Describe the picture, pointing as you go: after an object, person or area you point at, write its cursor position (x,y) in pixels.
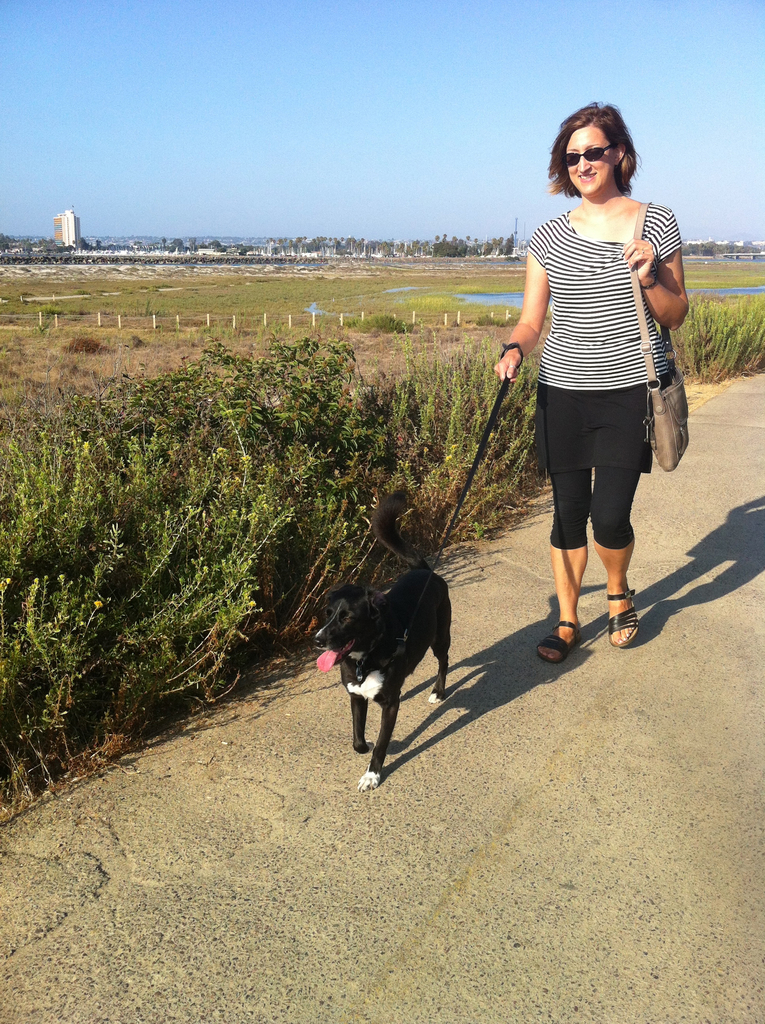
In this picture we can see a woman (520,330) carrying a bag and holding a belt (471,473) of a dog (429,600) with her hand (515,369) and walking on the road (460,693), grass (114,289), plants (353,513), poles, trees (58,249), building (74,242) and some objects (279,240) and in the background (333,93) we can see the sky (364,115).
